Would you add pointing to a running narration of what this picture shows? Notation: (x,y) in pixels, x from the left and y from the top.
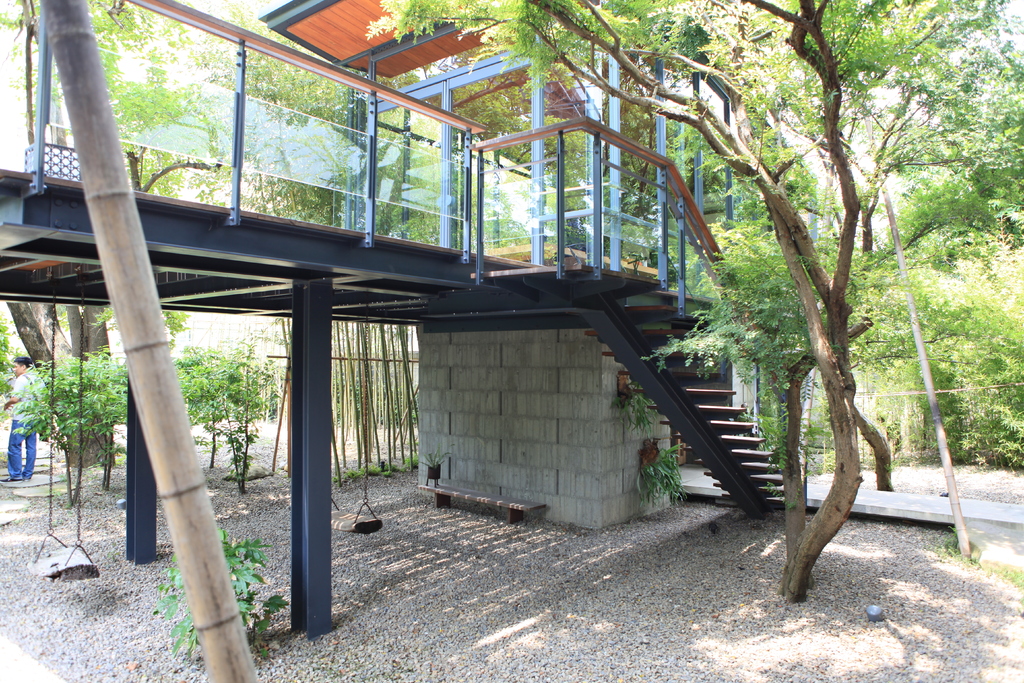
In this image I can see the bridge (280,253) and the stairs (667,374). To the left (34,435) I can see the person (18,367) standing. I can see the glasses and metal poles (322,395). In the background (498,151) I can see many trees (764,227).
